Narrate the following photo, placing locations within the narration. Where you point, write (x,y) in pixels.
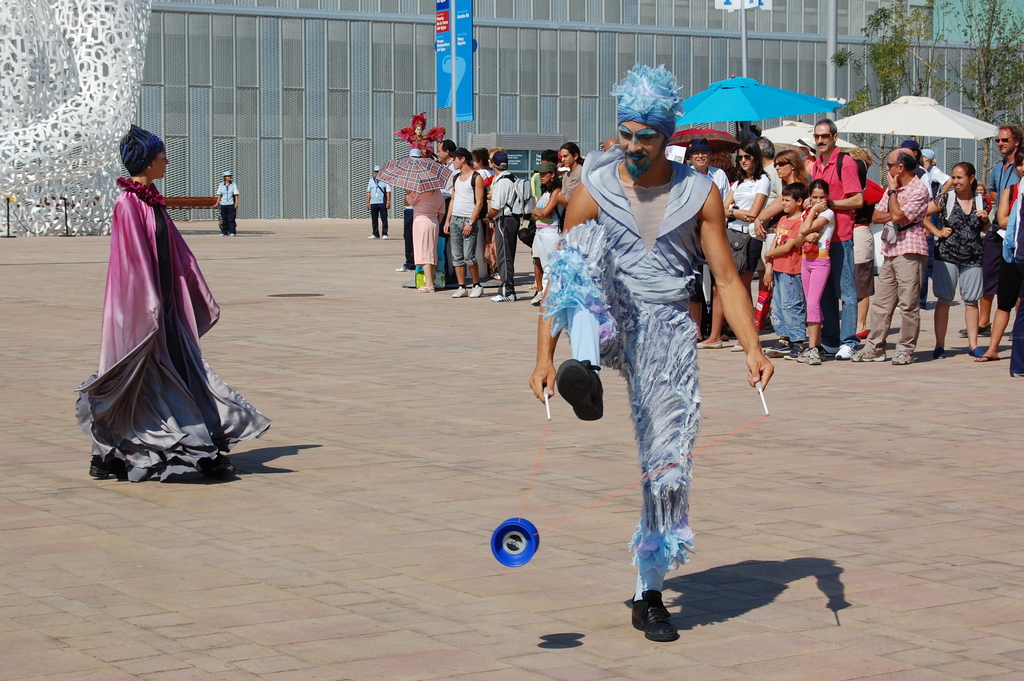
This image is clicked on the road (341,585). In the foreground (610,264) there are two people (570,266) walking. Behind them there are many people (872,188) standing. Behind the people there are table umbrellas (865,124). In the background (363,9) there is a building (438,111). In front of the building (502,30) there are boards (457,53). To the right (1002,77) there are trees (969,64).
